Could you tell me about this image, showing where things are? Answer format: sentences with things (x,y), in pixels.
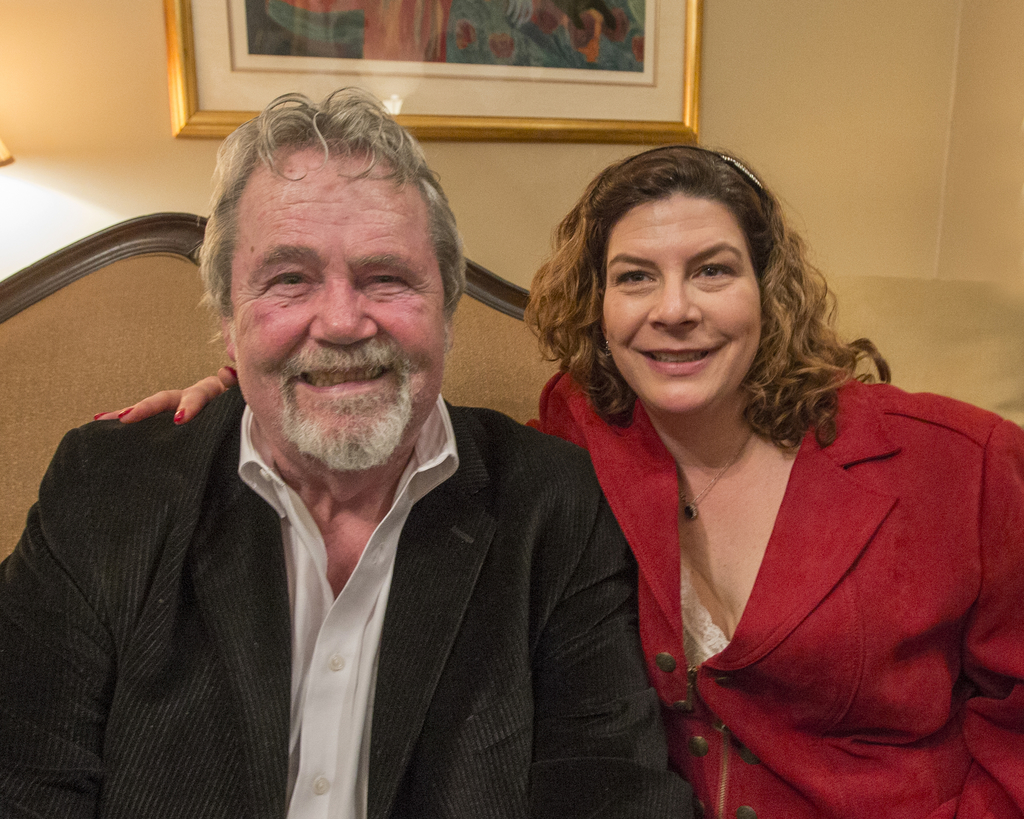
In the picture I can see a man (314,710) wearing blazer (386,735) and shirt (293,795) is on the left side of the image (181,635). On the right side of the image (943,583) we can see a woman (742,412) wearing maroon color blazer (644,594), they both are sitting on a sofa (115,386) and smiling. In the background (184,50), we can see a photo frame (559,28) on the wall (794,32) and on the left side of the image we can see a table lamp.
